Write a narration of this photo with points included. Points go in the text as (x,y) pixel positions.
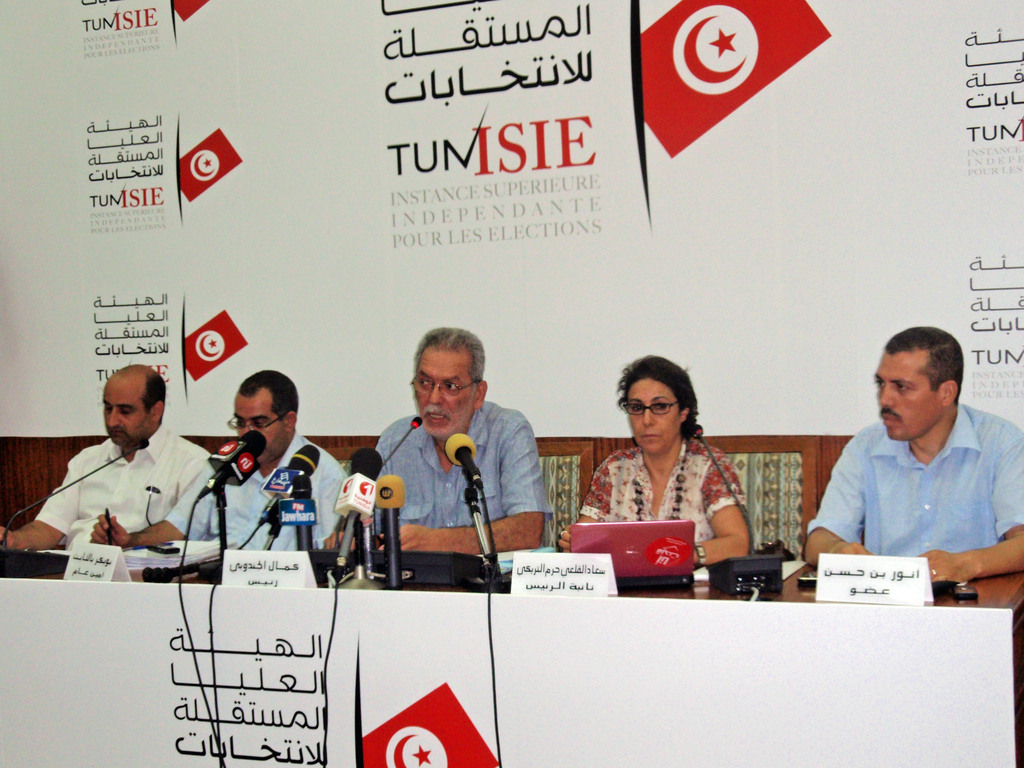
In the image there are four old men (403,426) and a woman (680,504) sitting in front of table (553,754) with mics (348,497), laptops (655,531), telephone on it and behind them there is wall (125,143) with some text (547,154) on it.
